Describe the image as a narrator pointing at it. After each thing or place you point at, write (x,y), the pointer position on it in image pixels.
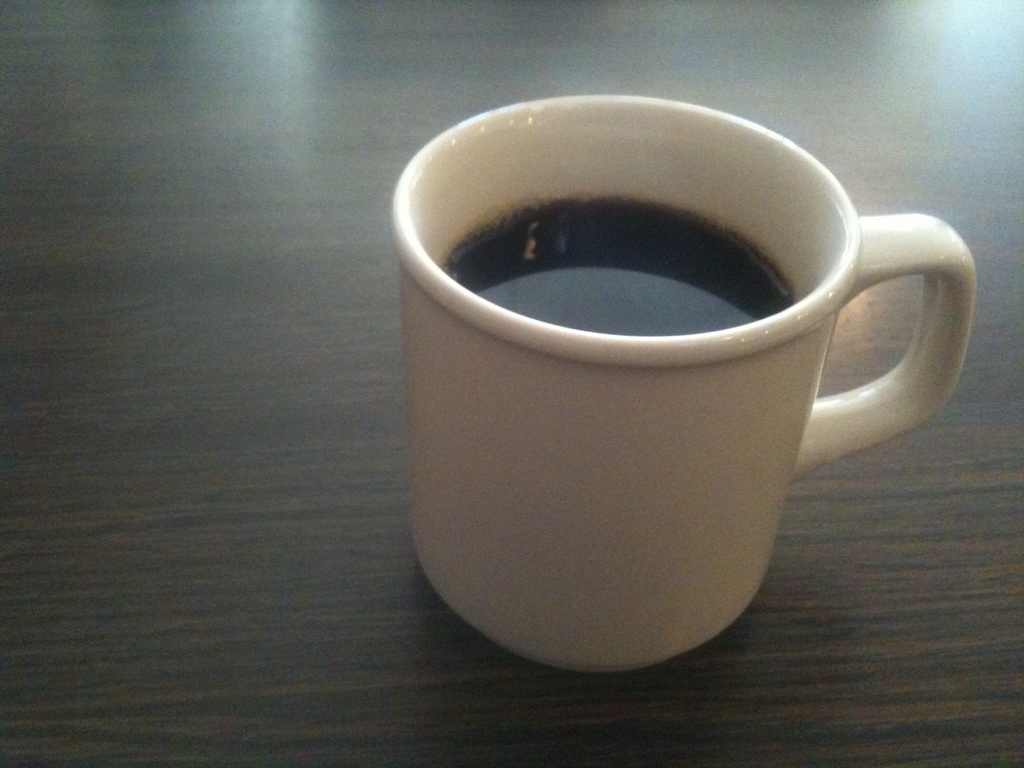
In this image I can see a tea cup (460,342) is placed on a wooden surface (226,363).
